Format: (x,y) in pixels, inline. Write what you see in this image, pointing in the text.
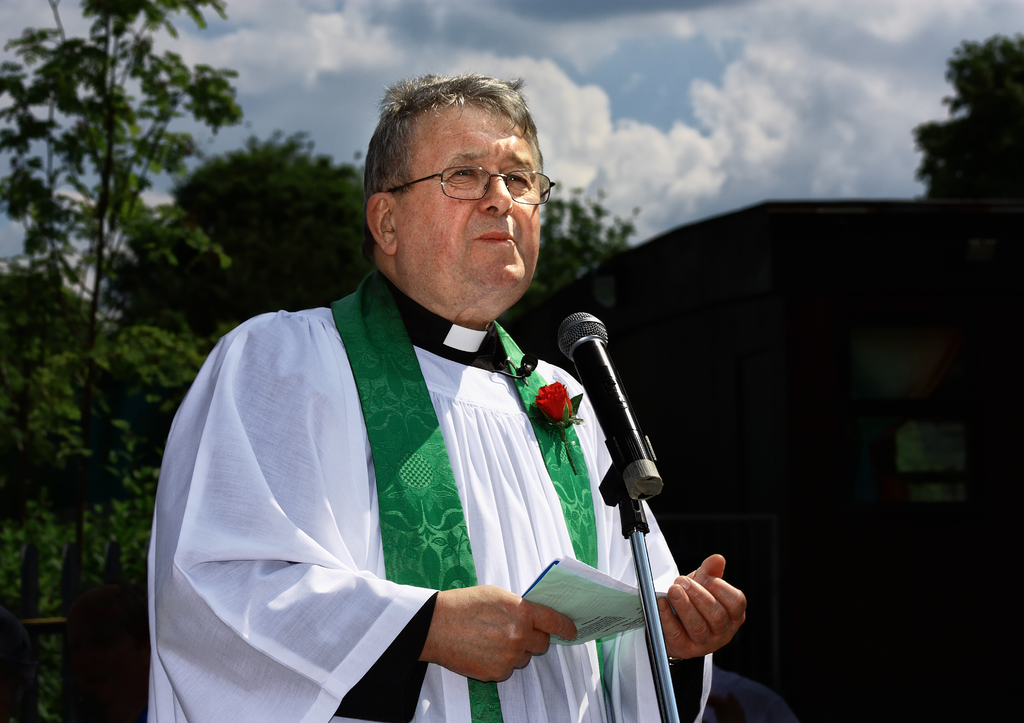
In the middle of the image (396,383) a man (391,466) is standing and holding some papers (610,587) and there is a microphone (646,449). Behind him there are some trees (112,159). Top of the image (869,72) there are some clouds (650,194) and sky (762,155).
